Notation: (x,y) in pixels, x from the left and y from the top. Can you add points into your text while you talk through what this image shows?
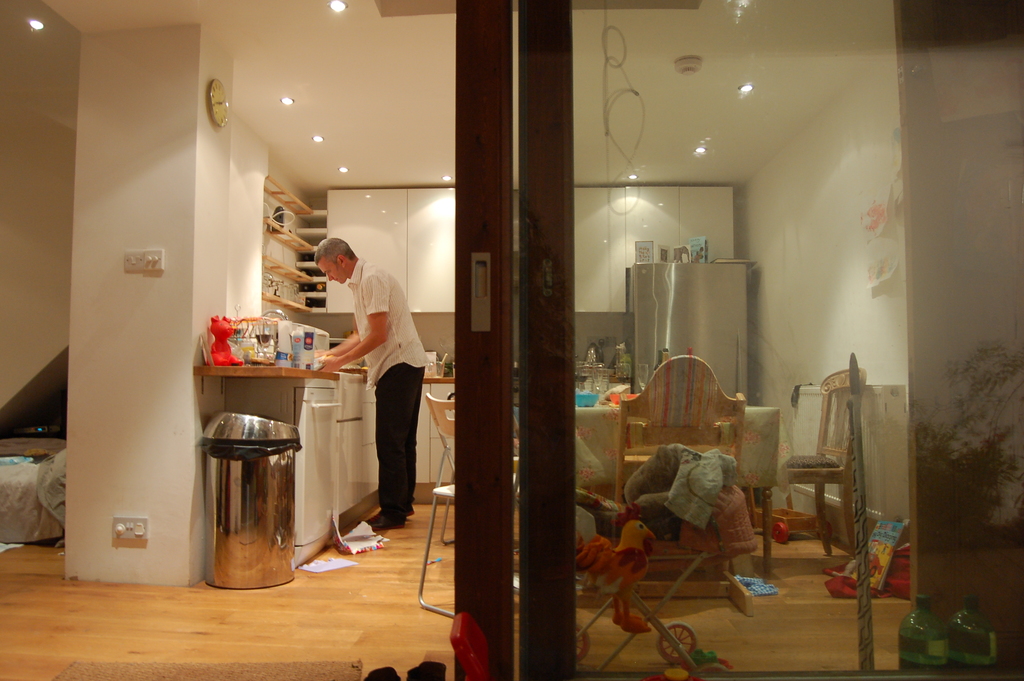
In this image we can see a person (398,447) standing near a table (339,380) containing some jars (310,341), glasses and bottles (297,342). We can also see a dustbin (268,580), switchboard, clock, roof (303,102), ceiling lights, glass door (521,243), dining table (587,434) with chairs (728,447) and a refrigerator (701,343).
